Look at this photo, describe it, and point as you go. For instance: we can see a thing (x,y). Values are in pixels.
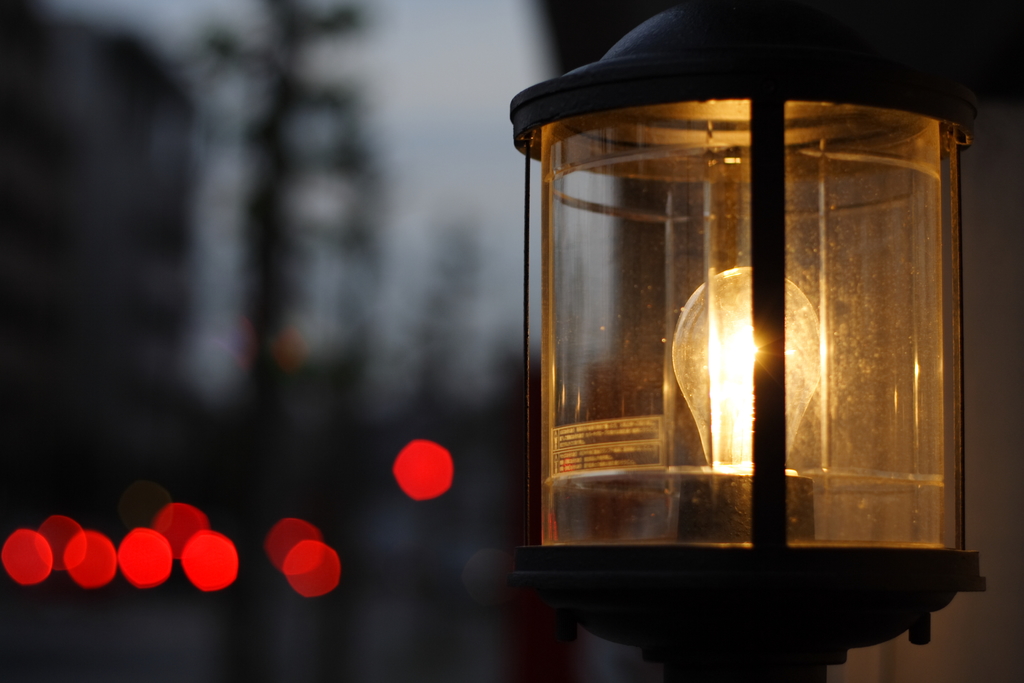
Background (433,477) portion of the picture is completely dark and we can see red circular sparks (220,556). This picture is mainly highlighted with a lantern (827,417) and a bulb (743,418).
